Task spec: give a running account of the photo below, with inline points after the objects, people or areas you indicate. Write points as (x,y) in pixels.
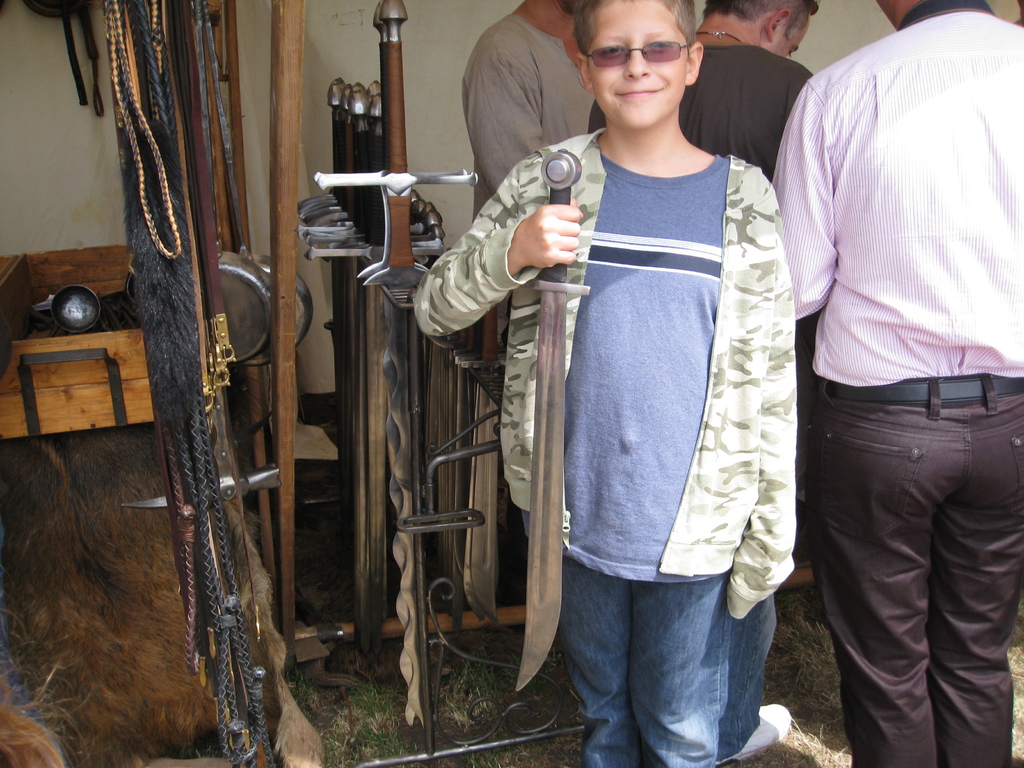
In this image I can see a person (638,436) wearing blue and green colored dress (644,331) is standing and holding a knife (554,270) in his hand (547,247). I can see few other knives (453,385), few ropes (189,7) and few persons (807,157) standing. In the background (453,15) I can see the wall (441,63) and few other objects (115,650).
